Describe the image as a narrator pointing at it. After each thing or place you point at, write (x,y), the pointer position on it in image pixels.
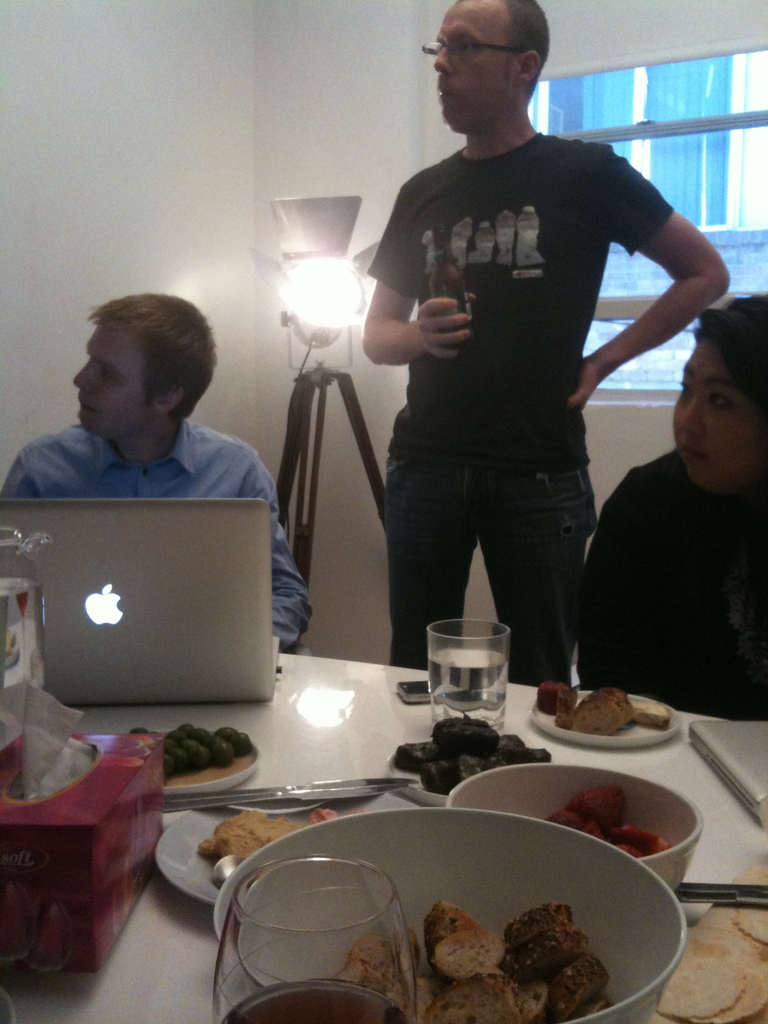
In this picture we can see three people (443,448), two are seated on the chair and one person (554,420) standing, in front of them we can find a laptop (212,542), bowls (662,805), glasses (485,639), tissues (95,786) and some food (437,915) on the table (265,742), in the background (319,276) we can see a light (325,325).
